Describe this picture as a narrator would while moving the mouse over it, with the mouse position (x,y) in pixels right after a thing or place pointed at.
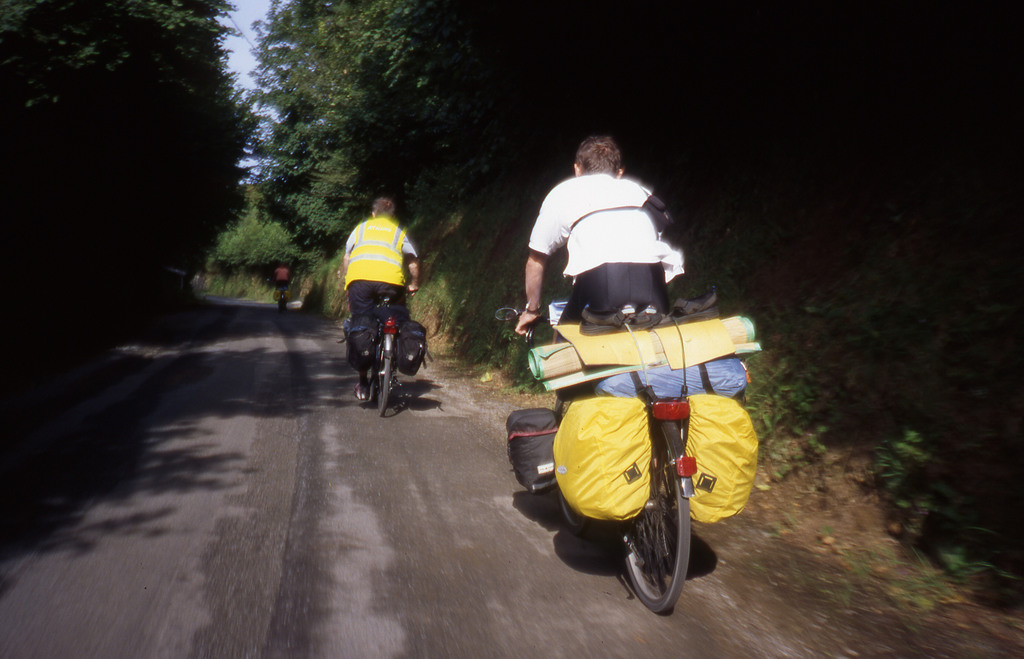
In this picture there are two men (377,300) who are riding a bicycle (691,466). There is a bag (562,451), sheet (556,380) on a bicycle (555,384). There is also another person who is riding a bicycle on the road (219,389). There are trees (283,113) on both sides of the road (267,396).
